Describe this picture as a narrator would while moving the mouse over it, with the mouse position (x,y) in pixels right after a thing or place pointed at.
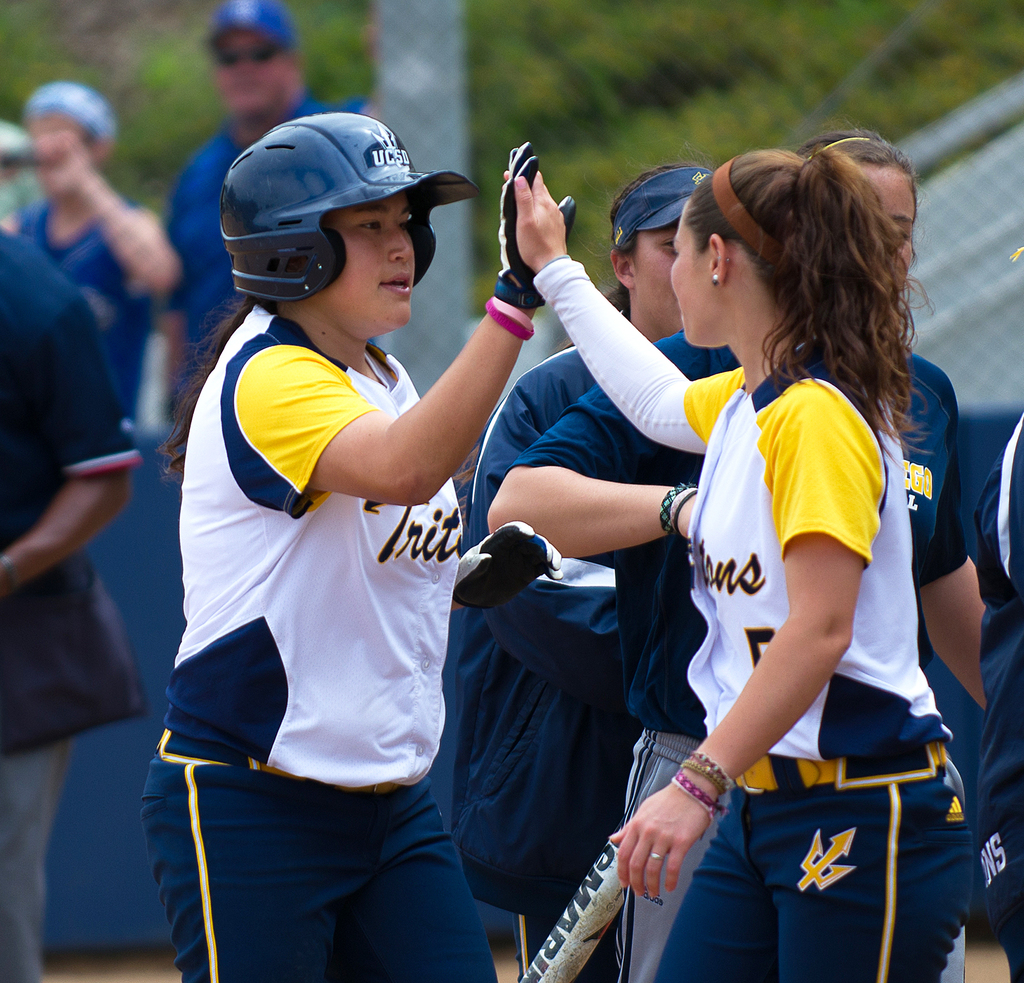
In this image we can see some persons (594,602) and other objects (423,30). In the background of the image (918,18) there is a grass (473,89), persons (31,134) and other objects (413,149).
